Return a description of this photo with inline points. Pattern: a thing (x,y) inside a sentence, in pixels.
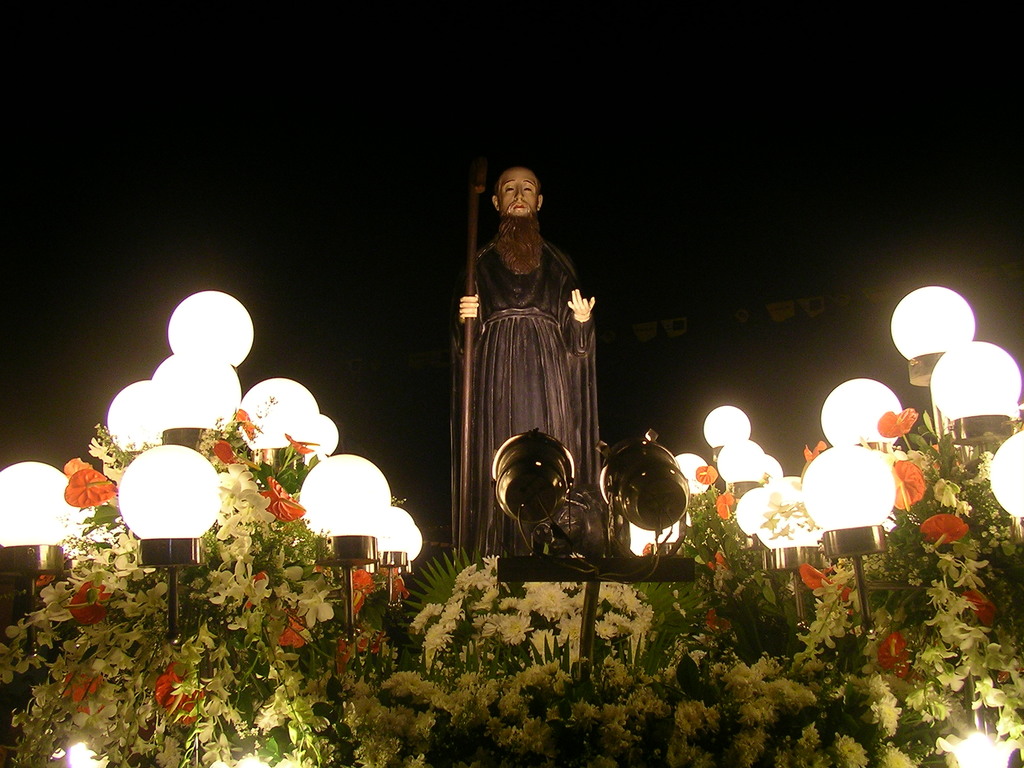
In this image in the center (533,263) there is one statue (546,264), on the right side (828,504) and left side (155,473) there are some lights (141,483) and at the bottom (329,629) there are flower bouquets (419,610).
